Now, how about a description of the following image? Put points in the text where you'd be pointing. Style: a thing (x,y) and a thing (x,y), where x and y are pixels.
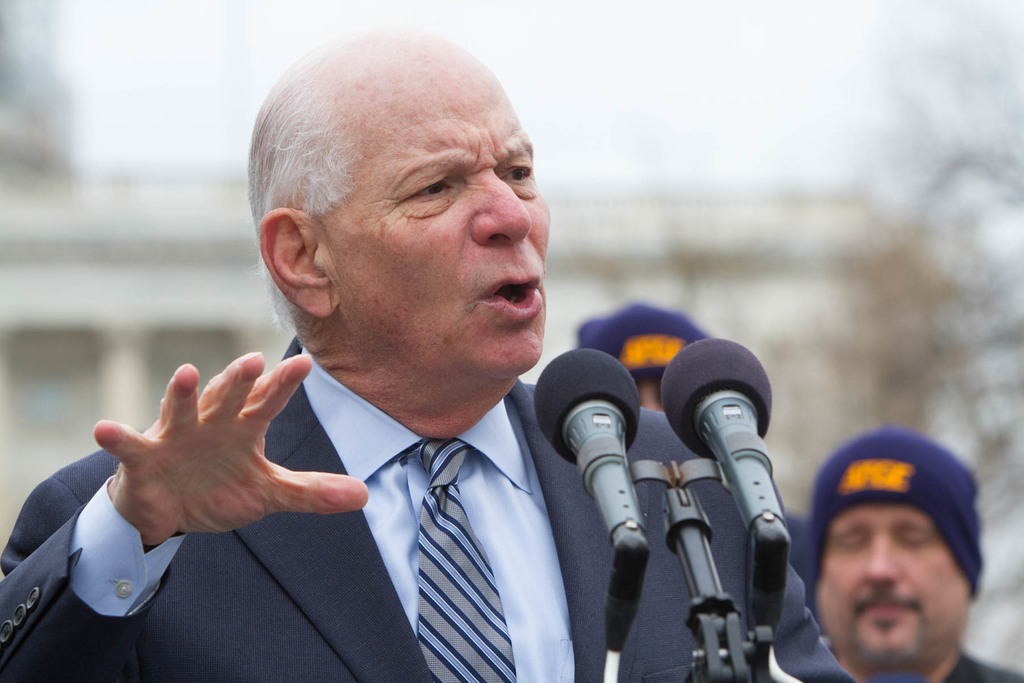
In this image I can see group of people (420,471). In front (289,559) the person (289,530) is wearing blue color blazer (297,612) and talking in front of the microphones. Background (773,85) the sky (648,37) is in white color.
